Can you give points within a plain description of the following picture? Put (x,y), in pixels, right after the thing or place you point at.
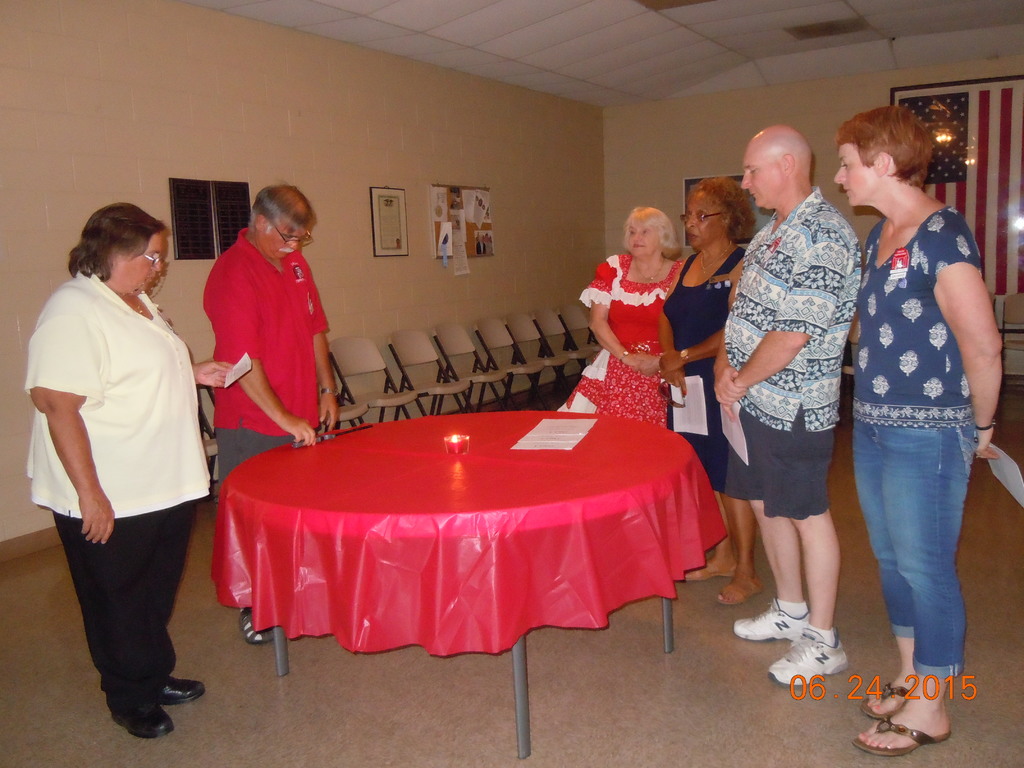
The picture is of inside the room (801,115). On the right (768,300) there are group of persons (705,241) standing. In the center (387,485) there is a table (463,483) which is covered with a red cloth (597,475). On the left (294,217) there is a man (276,321) wearing red color t-shirt (287,303) and standing and a woman (114,321) wearing white color t-shirt (135,377), standing and holding a paper (240,372). In the background (568,157) we can see the wall (497,132), picture frames (405,212), chairs (529,316).
